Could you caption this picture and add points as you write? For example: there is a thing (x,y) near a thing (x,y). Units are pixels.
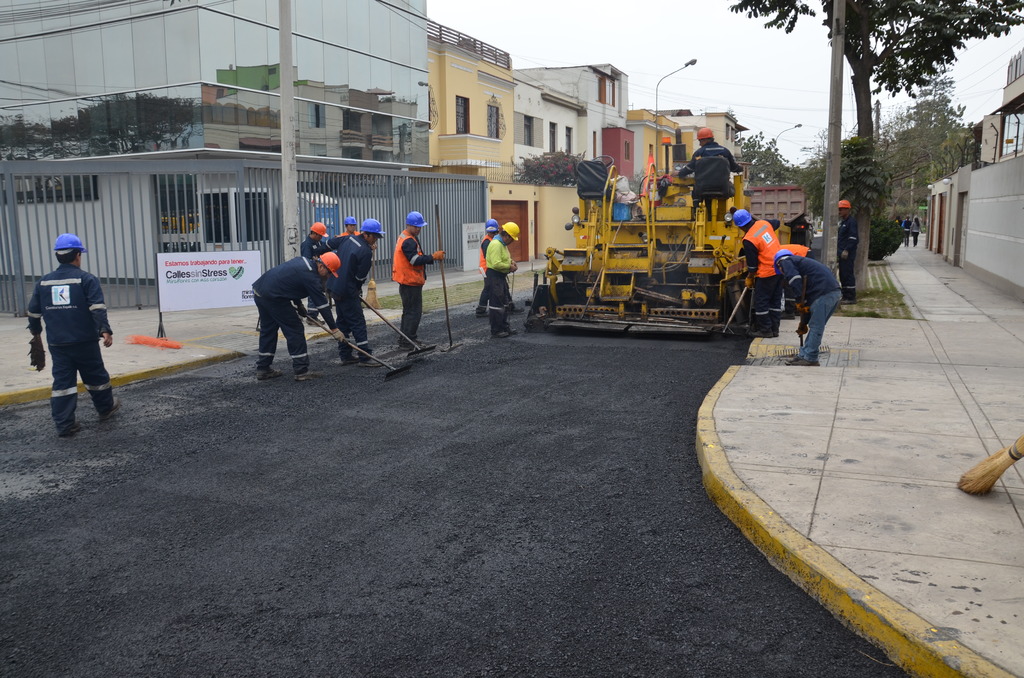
There are many people (295,261) wearing helmets (785,257). Some are holding something in the hand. There is a road (272,446) and a tarring machine (653,251). On the sides there are sidewalks (884,341). There are trees (892,137) and buildings (394,107) with windows (303,117). Also there is a railing (166,178) on the left side (279,198). In the background (729,31) there is sky (682,25).
